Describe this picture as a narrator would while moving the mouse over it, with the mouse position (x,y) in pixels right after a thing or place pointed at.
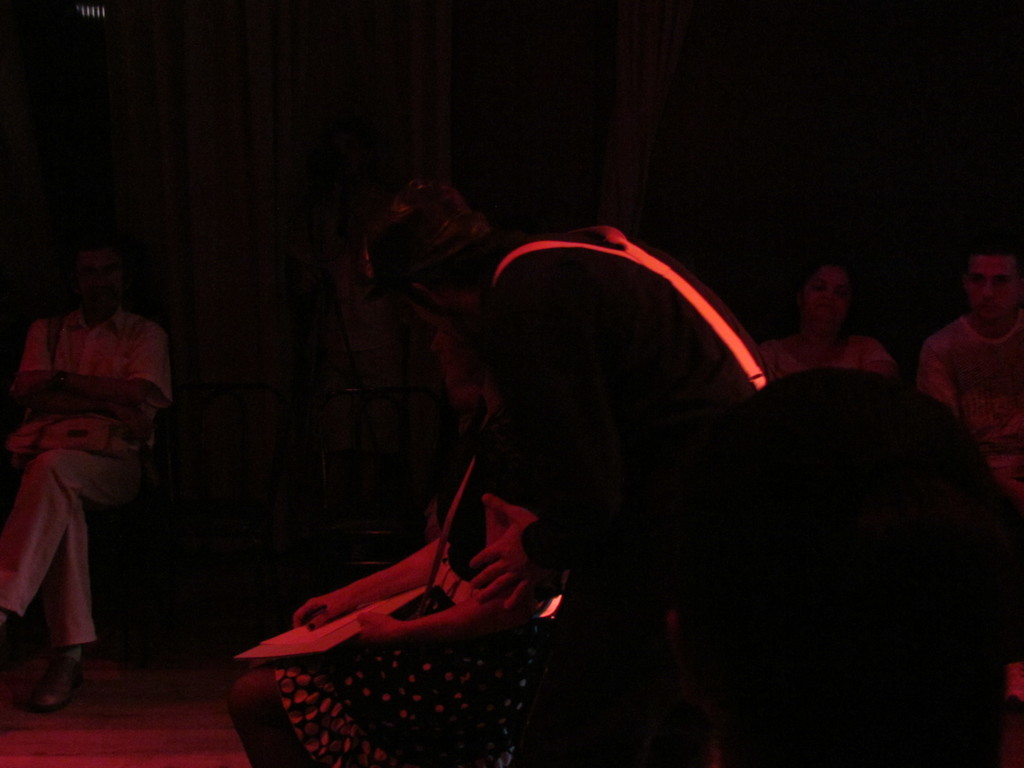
In this image I can see a group of people (706,499) are sitting on the chairs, curtains (680,98) and wall (534,163). This image is taken may be during night.
